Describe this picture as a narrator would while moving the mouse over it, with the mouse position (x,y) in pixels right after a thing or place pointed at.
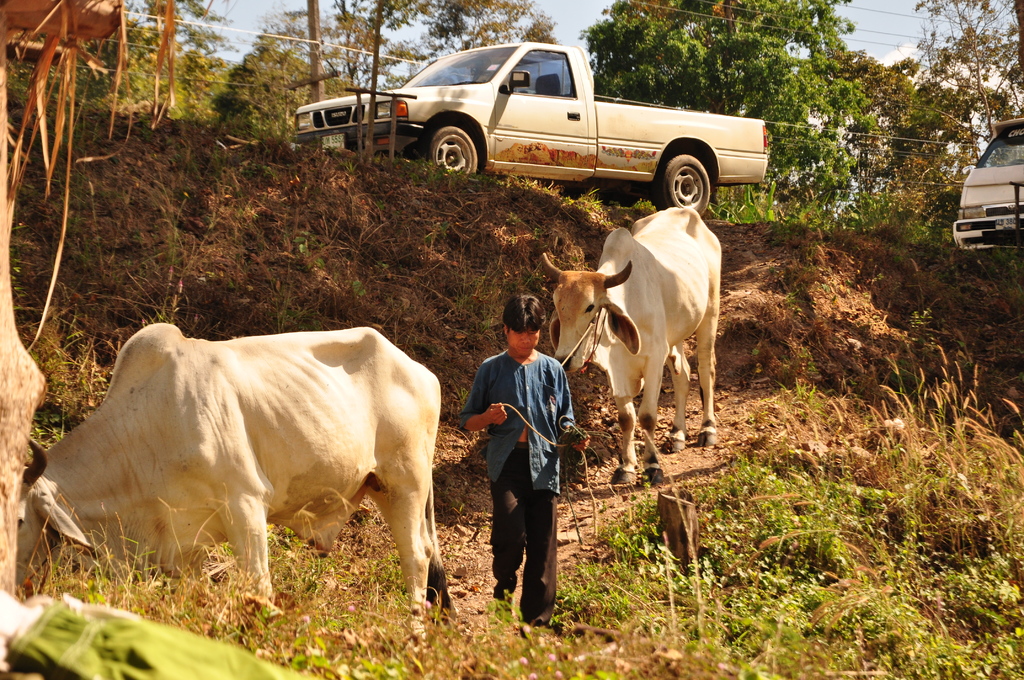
In front of the picture, we see the man (539,505) in the blue shirt (547,408) is walking. Behind him, we see the cows (378,396) are grazing the grass (634,575). At the bottom (629,599), we see the grass (762,536). Behind him, we see the two vehicles (625,146) in white color are moving on the road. In the background (917,213), we see the trees (347,73), electric pole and the wires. At the bottom (156,634), we see the cloth (156,634) or an object (141,642) in green color.
